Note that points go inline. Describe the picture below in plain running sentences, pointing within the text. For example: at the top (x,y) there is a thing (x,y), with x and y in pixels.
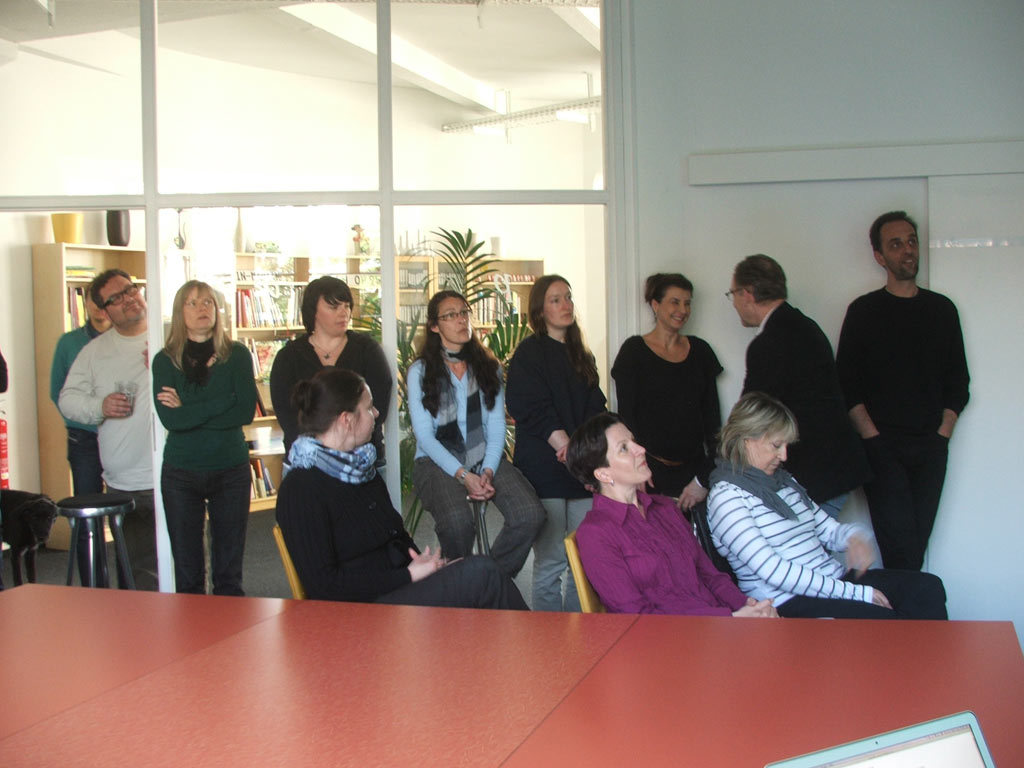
In the front of the image (296,679) we can see people (330,512), table (367,653) and laptop (970,752). Among them few people (821,569) are sitting on chairs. In the background (762,177) there are walls (767,90), glass windows (551,138), racks (97,245), plant (460,245) and things (247,301).
